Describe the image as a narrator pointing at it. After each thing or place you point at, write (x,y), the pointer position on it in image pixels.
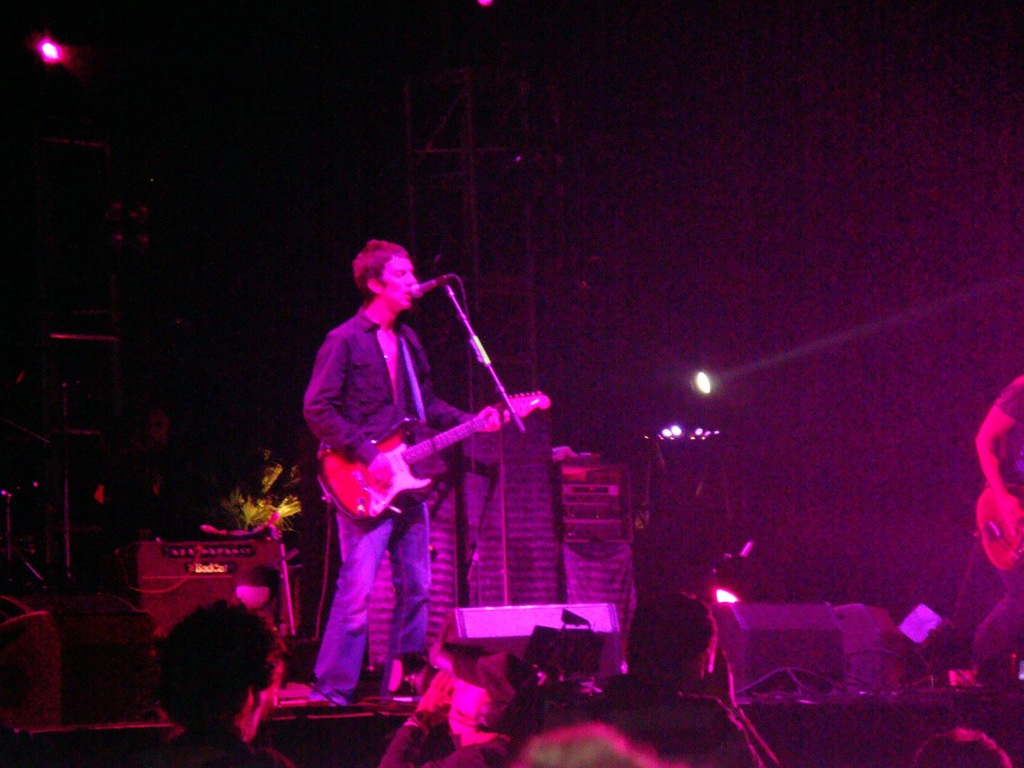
In this picture we can see a man (383,255) who is standing and singing on the mike (441,285). He is playing guitar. On the background (709,385) there is a light (709,385). And we can see some persons (695,717) here.
